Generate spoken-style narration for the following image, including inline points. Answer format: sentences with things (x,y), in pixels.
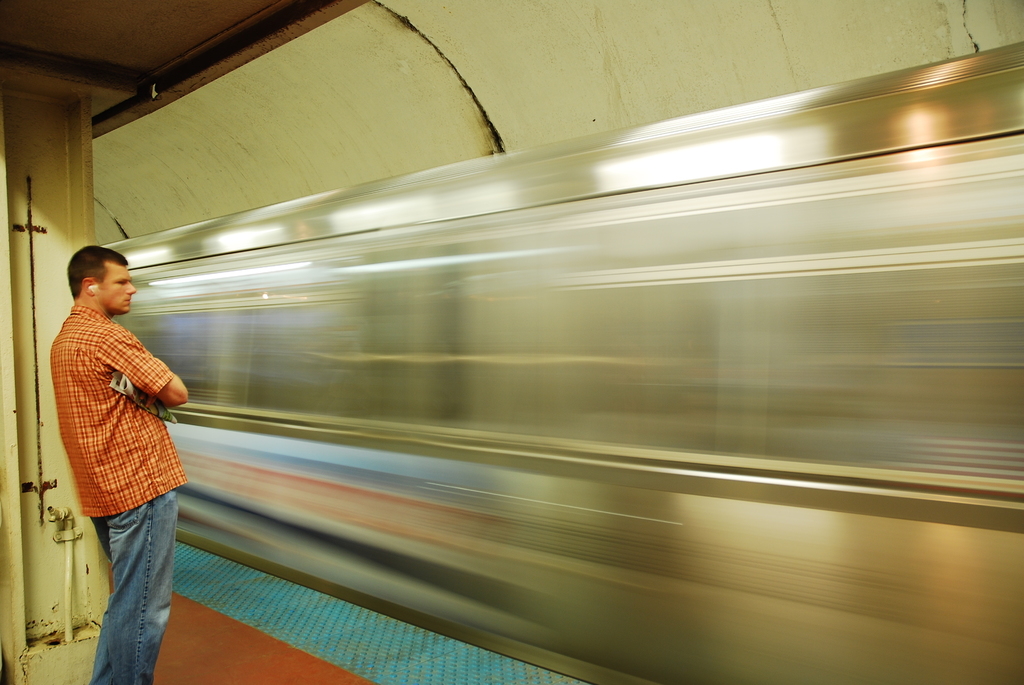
In the picture I can see a man (75,404) is standing and wearing a shirt (76,424) and jeans (115,554). I can also see a train (565,338), a wall (66,499) and some other objects (59,525).
